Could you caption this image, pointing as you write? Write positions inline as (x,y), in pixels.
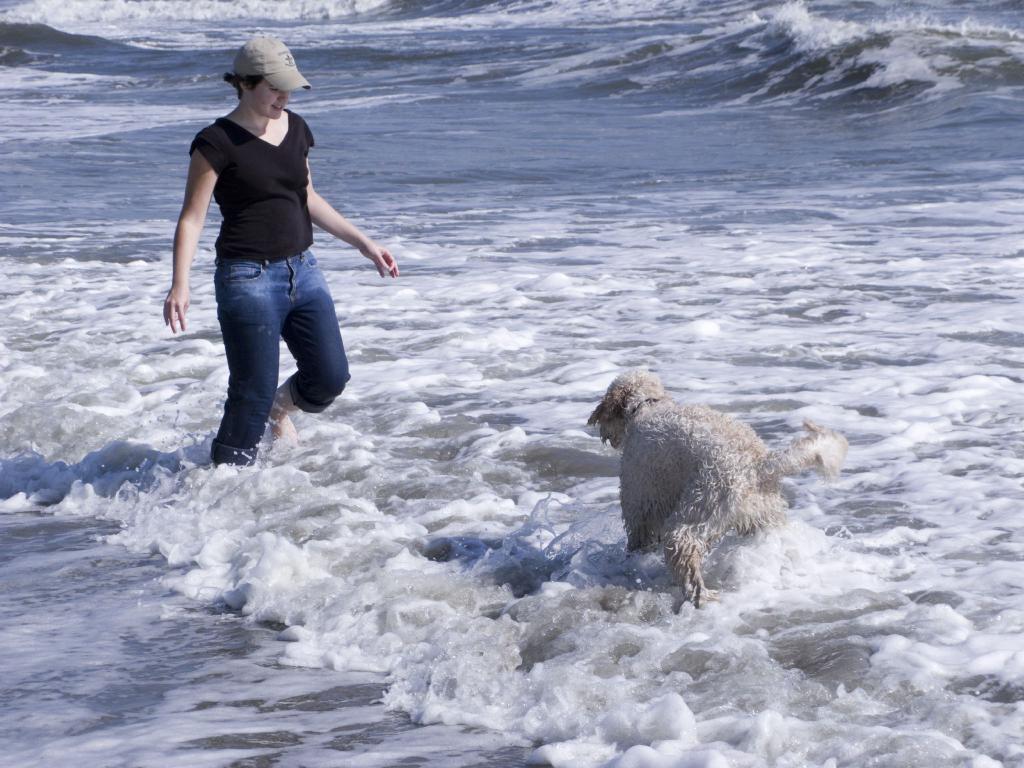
In the foreground of this image (682,427), there is a dog (688,475) and a person (239,281) in the water (545,581).
